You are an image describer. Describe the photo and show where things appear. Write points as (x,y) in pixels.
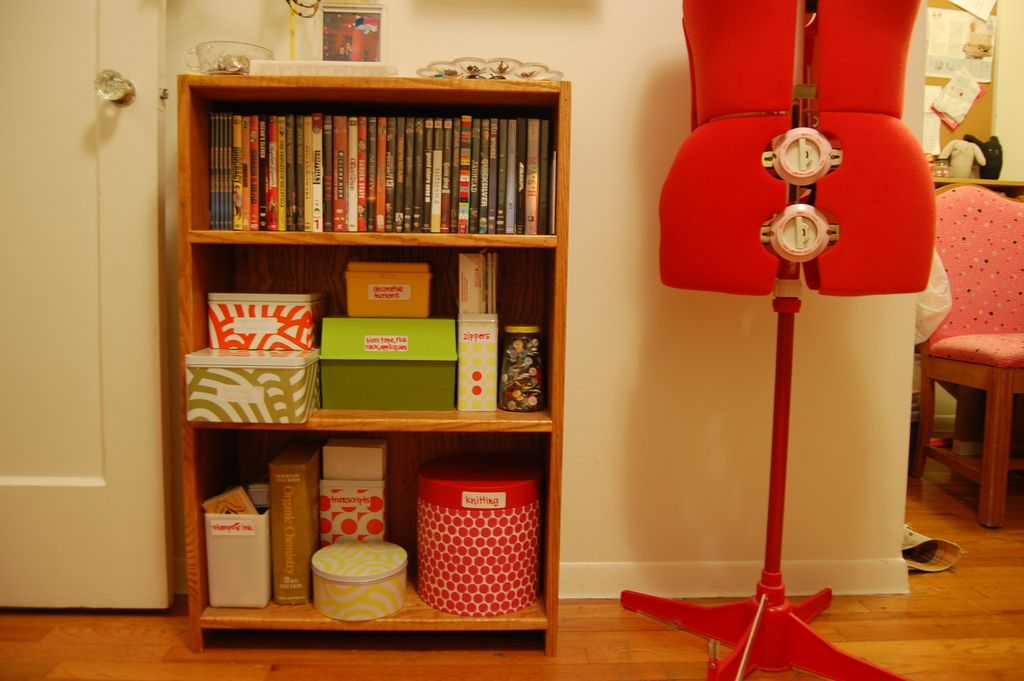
In this image, there is a wooden shelf (412,235), so many items (424,312) are filled in it. Right side (995,363), there is a pink chair (978,347) and cloth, stand (773,476). Left side (71,469), there is a white door (79,515). At the bottom (440,666), wooden floor (595,665).
